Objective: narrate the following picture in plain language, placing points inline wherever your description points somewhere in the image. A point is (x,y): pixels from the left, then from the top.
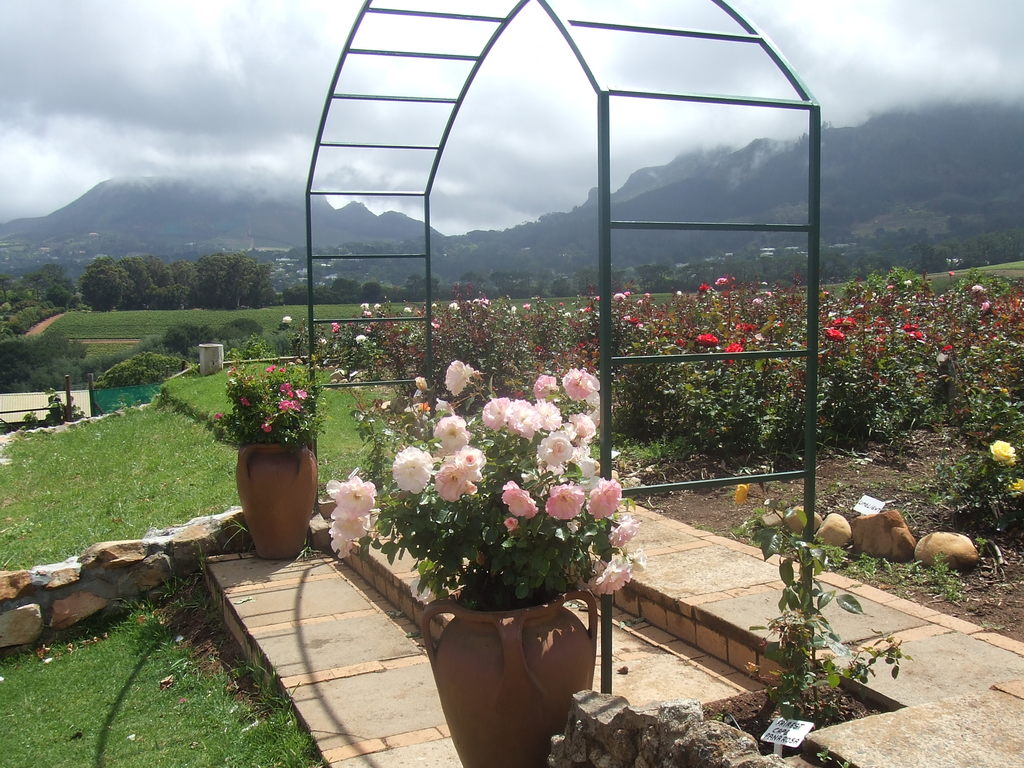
In this picture we can see plants (407,544), flowers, pots (540,615), arch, grass (48,665), trees (2,371) and mountain (236,245). In the background of the image (512,176) we can see the sky (504,176) with clouds (496,181).
